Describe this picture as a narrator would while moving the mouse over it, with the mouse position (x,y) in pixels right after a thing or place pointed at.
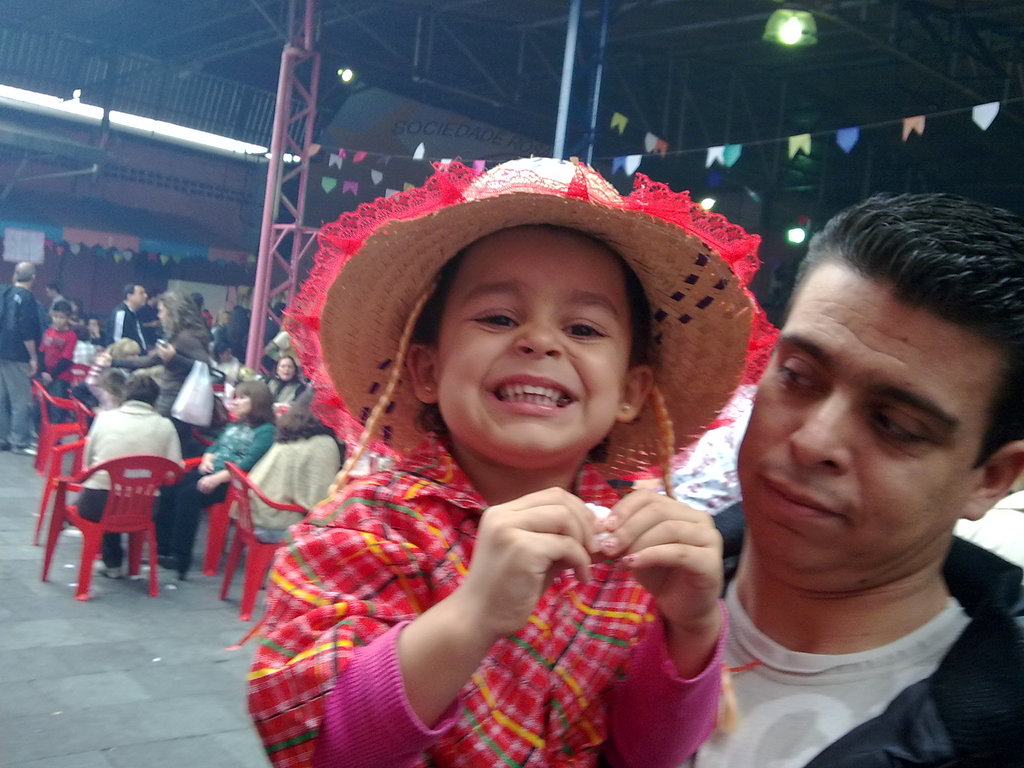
In this image we can see a person (851,479) carrying a child (524,561) in his hands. In the background (162,514) we can see many people (199,473) sitting on the chairs (244,477).
